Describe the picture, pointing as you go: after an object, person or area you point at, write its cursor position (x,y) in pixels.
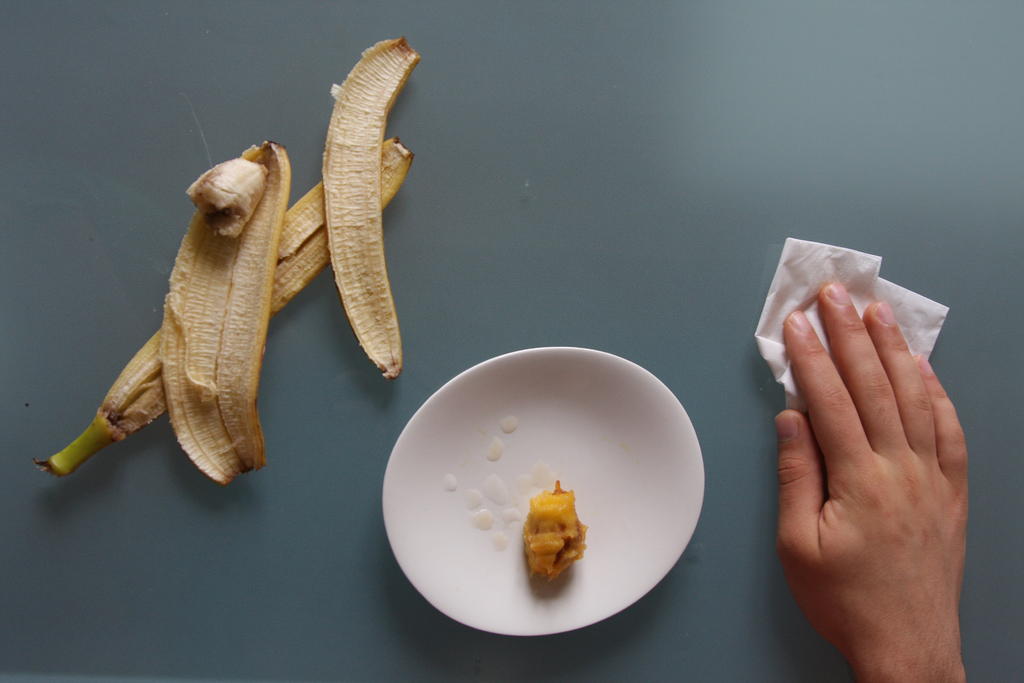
In this image there is a table (72,43) and we can see a person's hand (854,437) holding a napkin (802,295) and cleaning a table (445,283). We can see banana peels (351,319) and there is a plate (524,515) containing food (543,530).
